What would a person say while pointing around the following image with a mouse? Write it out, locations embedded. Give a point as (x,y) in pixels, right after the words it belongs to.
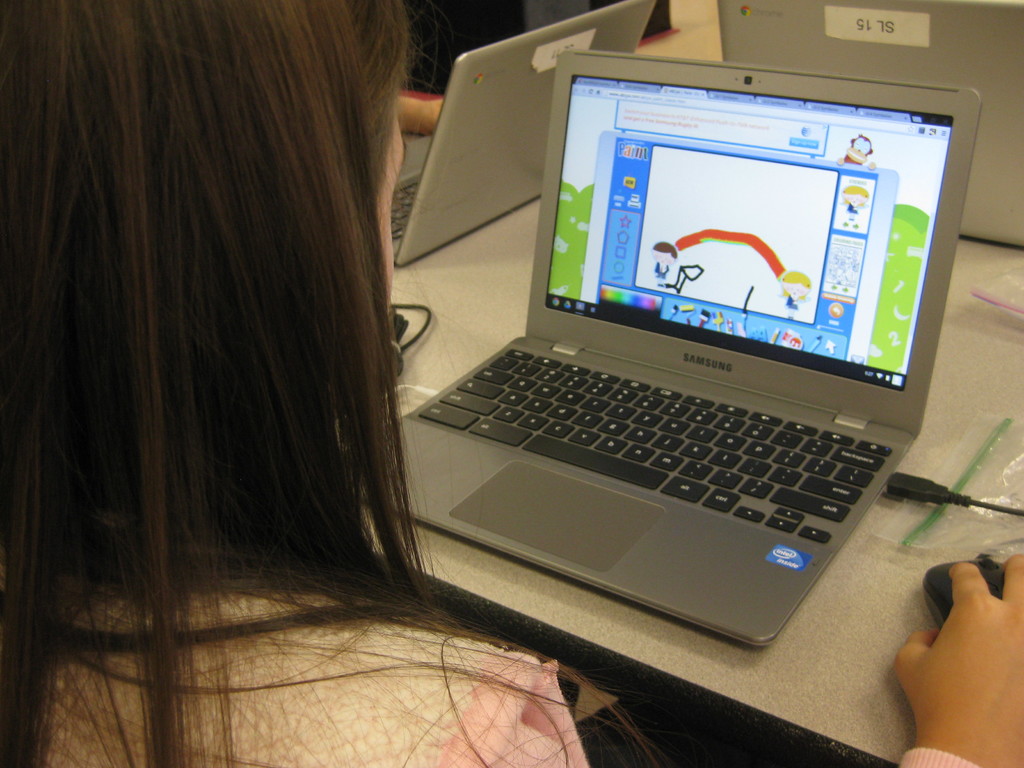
In this image we can see a woman (362,666) looking at a laptop (754,426) placed on the table (860,590) holding a mouse (991,566) in her hand (995,637). In the background (470,128), we can see a hand (415,99) of a person (428,125), laptops (472,149), cables (953,502) and covers (979,459) placed on the table (460,279).
